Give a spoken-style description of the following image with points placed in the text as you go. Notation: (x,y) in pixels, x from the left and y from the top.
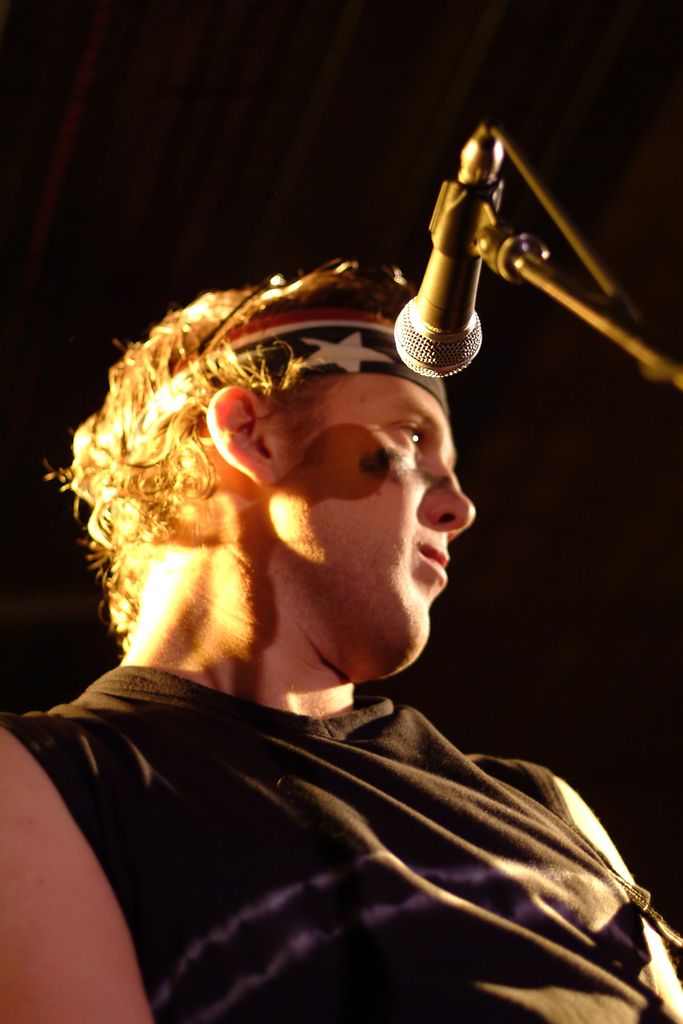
In this picture a man (301,882) is there, he wore a t-shirt (425,790), in the right side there is a microphone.
